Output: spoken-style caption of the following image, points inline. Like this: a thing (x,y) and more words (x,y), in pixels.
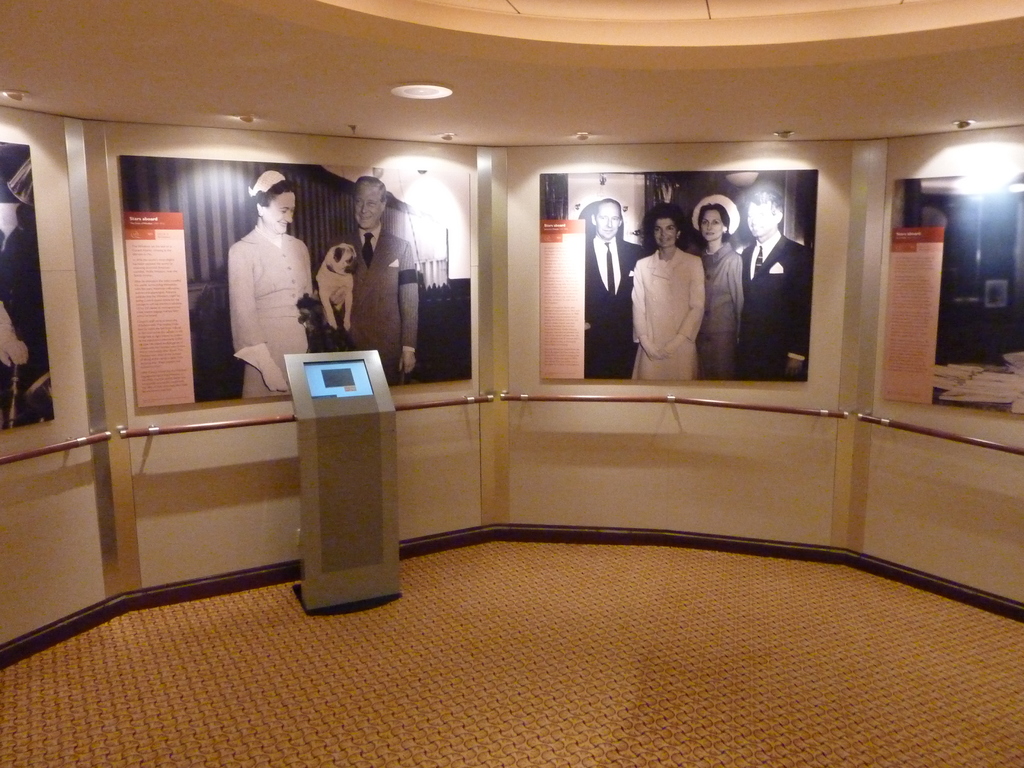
In a room (231,678) there are many photo posters (627,239) stick to the wall (160,137) and in front of one of the poster (386,325) there is a machine (325,605) and there is some rod (513,397) kept in front of each poster (366,305).
